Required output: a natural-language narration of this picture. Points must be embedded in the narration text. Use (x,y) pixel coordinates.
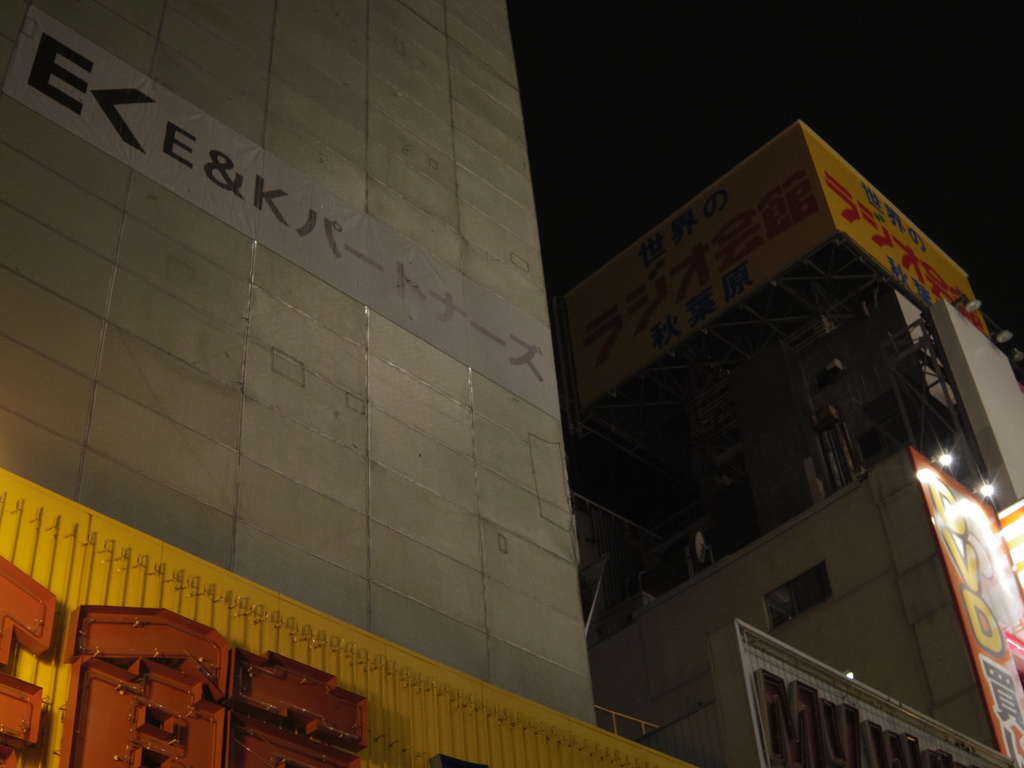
In this image we can see two buildings (194,245), there is some text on the left side of the building (213,254), and towards the right side (880,247) we can see a hoarding (805,148) with a metal rod (818,316) and there is also some text (1000,709) on the right side of the building (1004,487). And at the top (929,27) the sky (757,4) is black.
